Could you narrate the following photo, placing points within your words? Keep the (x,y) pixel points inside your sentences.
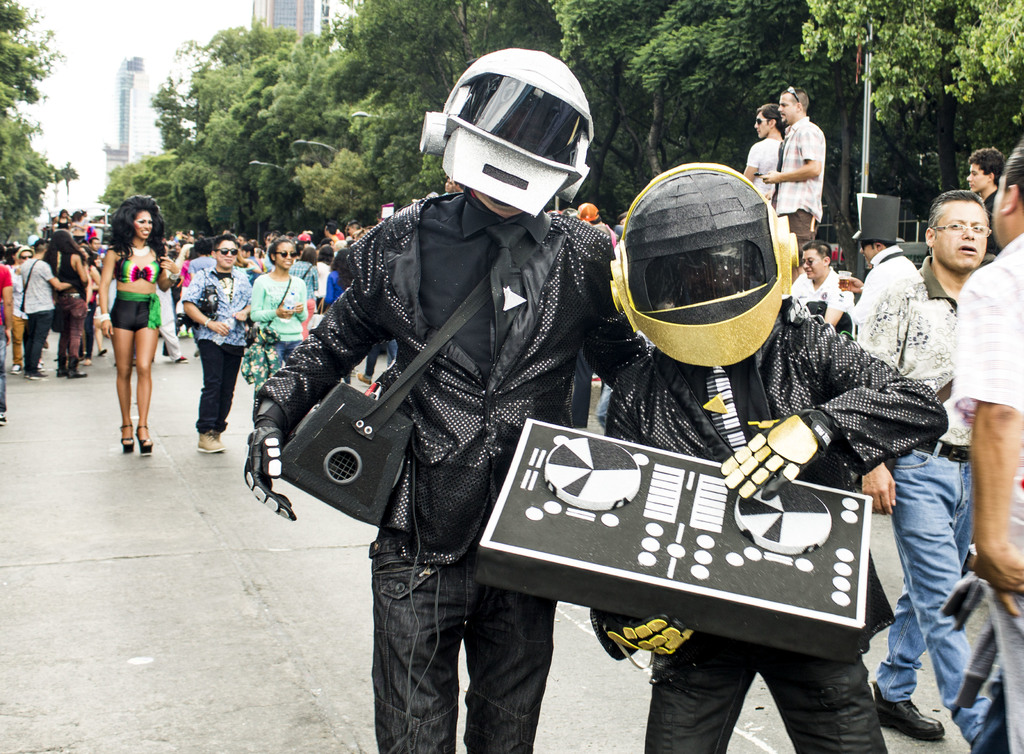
In this image I can see group of people (686,379) walking. They are wearing different dress (436,240). Front I can see two people (520,375) wearing black dress (532,379), helmets (661,289) and holding something. Back I can see buildings (121,99) and trees (384,98).
